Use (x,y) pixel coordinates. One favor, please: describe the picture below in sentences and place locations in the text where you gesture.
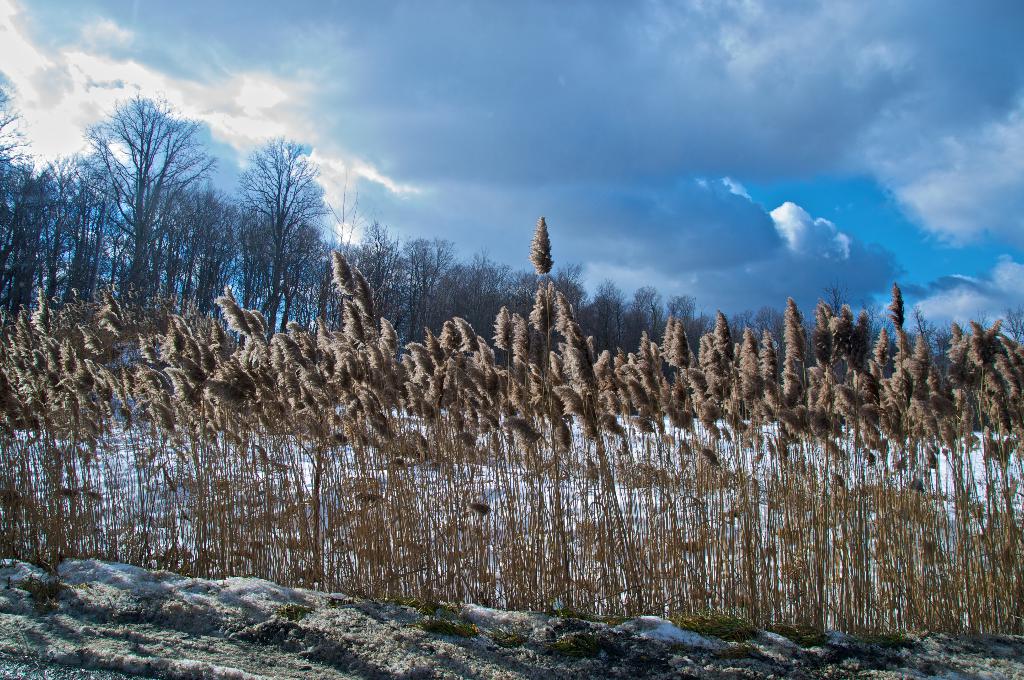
In this image I can see few dry trees (261,278), snow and the brown color plants (380,367). The sky (623,157) is in blue and white color.
